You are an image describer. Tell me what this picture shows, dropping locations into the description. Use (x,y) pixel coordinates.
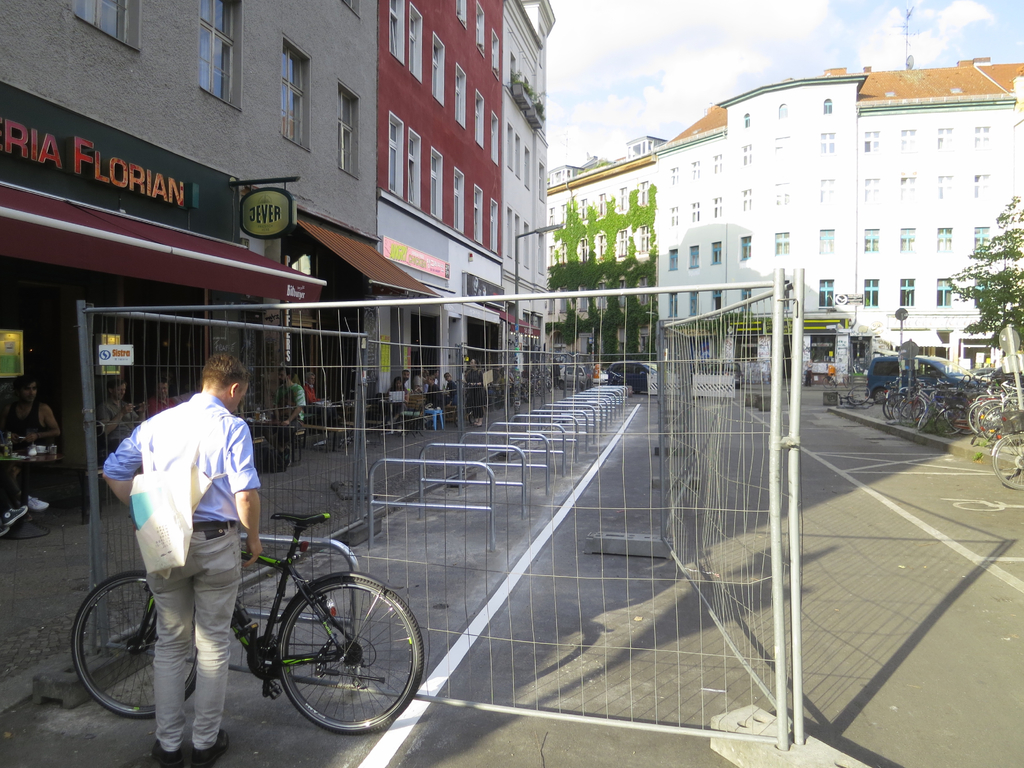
In this image we can see a person (220,607) standing near the bicycle (339,663), there is a fence (542,430), few metal rods (526,423), buildings (765,355) with text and a building (629,221) with creeper plants (639,221), there is a street light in front of the building (624,261), there are few people (122,413) sitting near the buildings (343,390) and there is a table (23,464) with some objects (48,446) on the left side (33,446) and there are few bicycles (963,413), two poles (1019,399) with boards (1011,371) on the pavement (927,412) and few vehicles (878,375) on the road (883,504) and there is a tree (1010,314) on the right side (1005,300) and the sky (821,53) with clouds (722,27) in the background (755,36).
